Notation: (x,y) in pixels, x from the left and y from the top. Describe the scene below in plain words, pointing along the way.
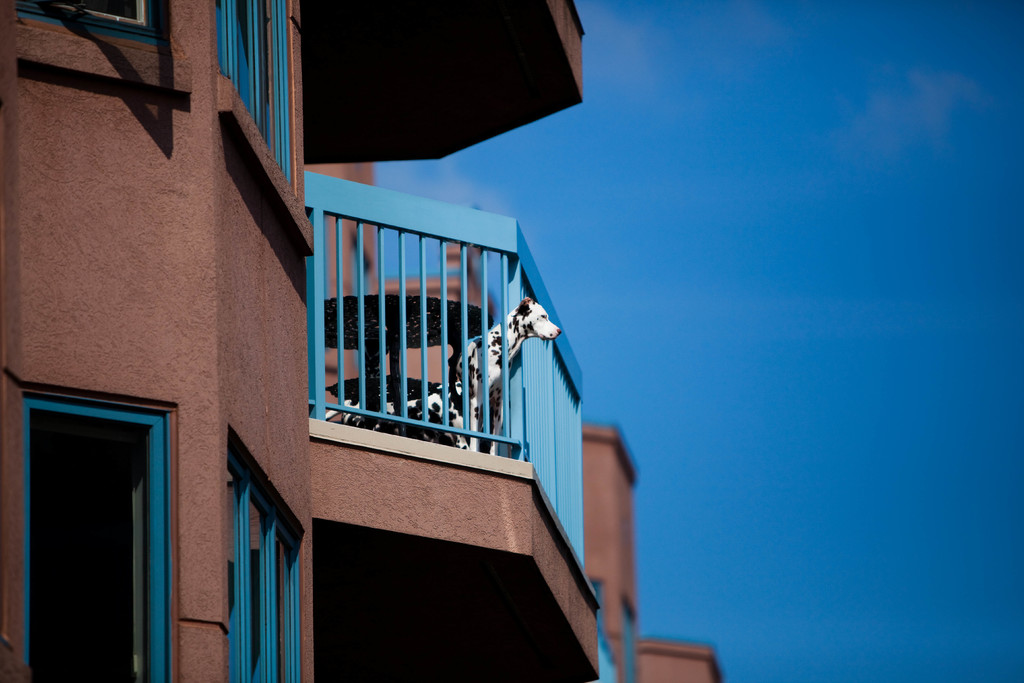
In this picture we can see a dog (531,313) standing at fence (486,299), buildings (255,193) with windows (91,485) and in the background (777,286) we can see the sky (773,204).
